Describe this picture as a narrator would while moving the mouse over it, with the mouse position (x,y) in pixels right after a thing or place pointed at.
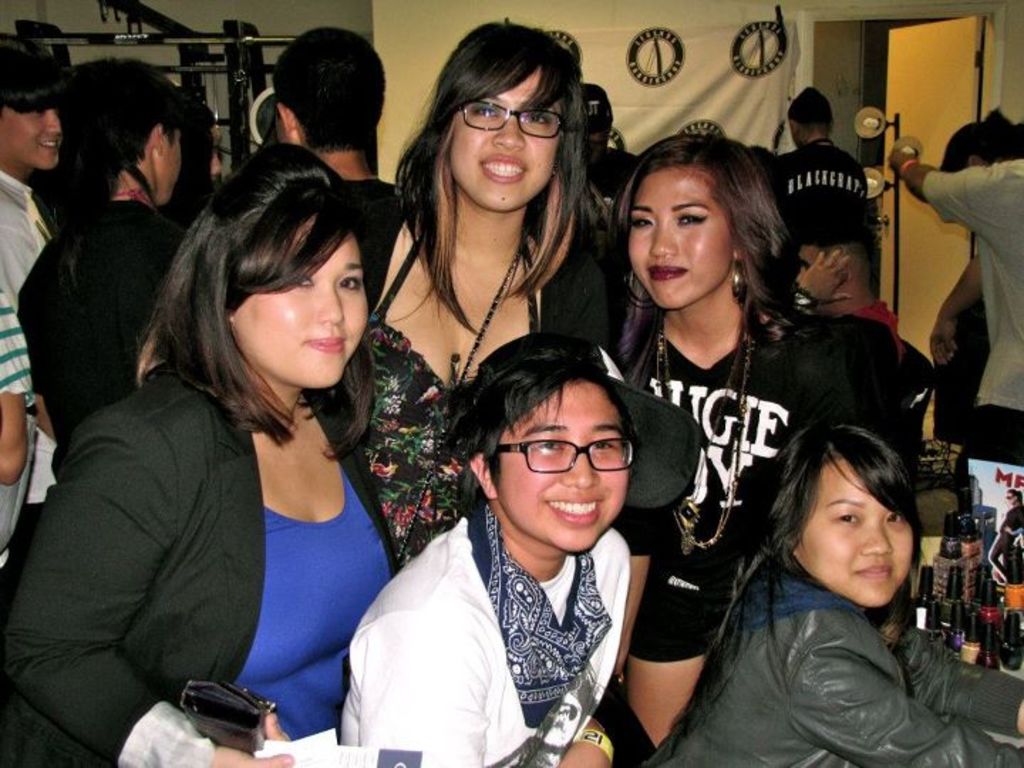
In the foreground of the picture (703,296) I can see a few women (329,659) and there is a smile on their face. I can see the makeup cosmetics (967,553) on the bottom right side of the picture (947,577). It is looking like a door (932,44) on the top right side (903,32). It is looking like a banner cloth (661,58) at the top of the picture (658,37).
